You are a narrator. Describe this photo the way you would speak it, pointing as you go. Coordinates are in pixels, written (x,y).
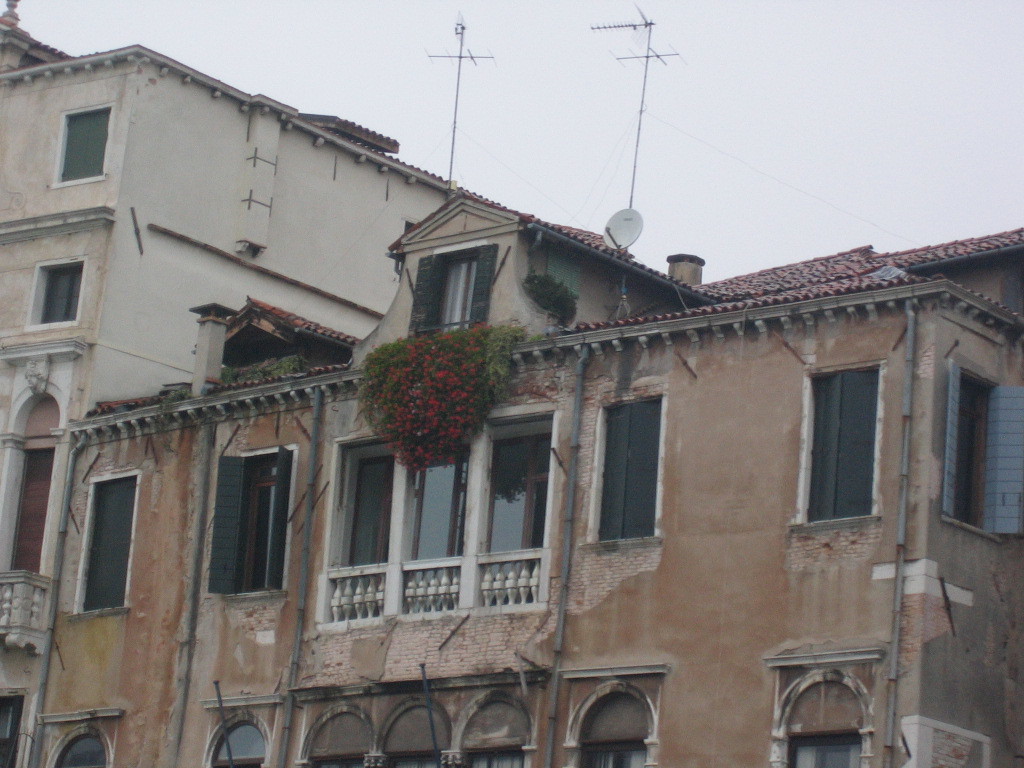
As we can see in the image there are buildings (253,410), plants (425,395), flowers (440,377), rooftop (817,274), window (435,509) and on the top (250,69) there is sky (203,67).
